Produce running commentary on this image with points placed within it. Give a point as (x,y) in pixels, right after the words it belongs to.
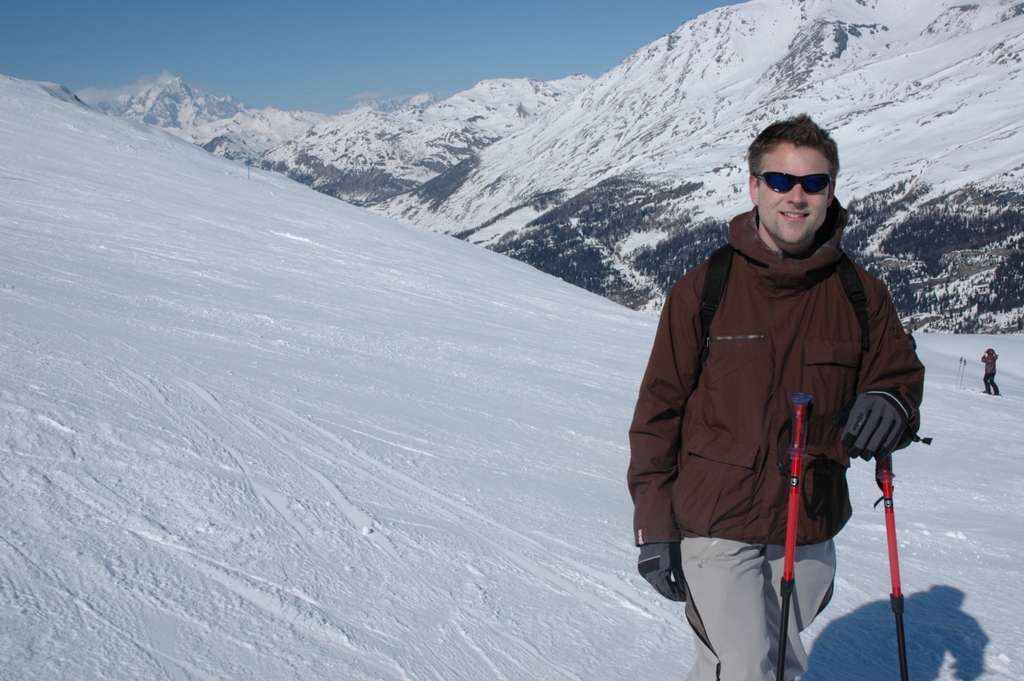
In this picture we can see a man (640,408) standing and holding a ski pole (891,521). Behind the man (781,426), there are snowy mountains (619,266) and a person (993,372). At the top of the image (309,47), there is the sky (340,72).
